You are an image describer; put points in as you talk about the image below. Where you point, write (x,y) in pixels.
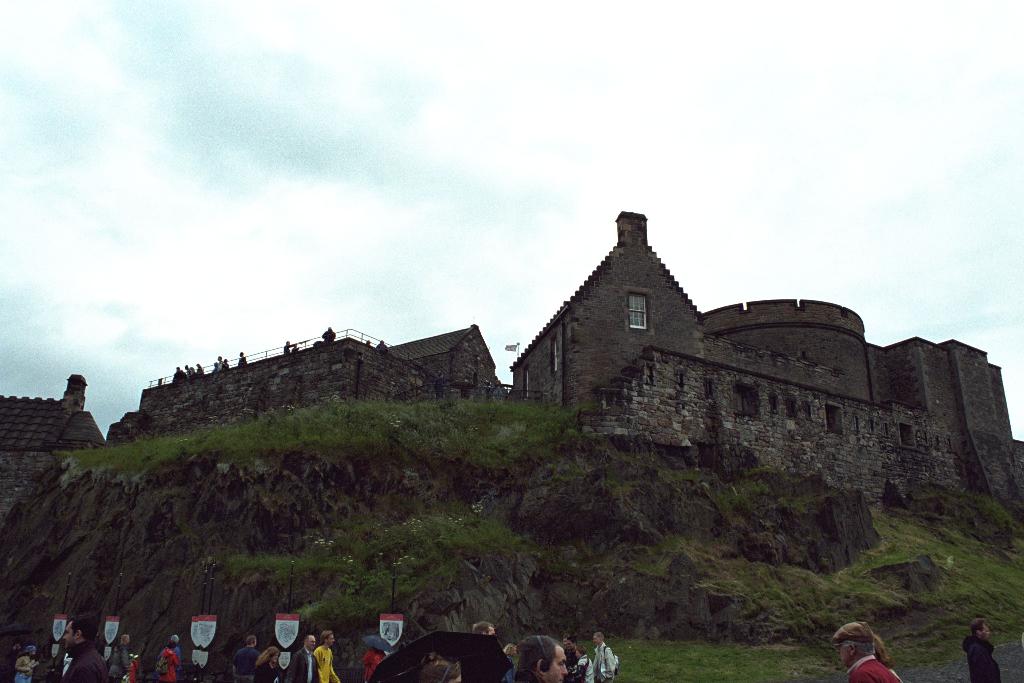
In this picture it looks like a fort (840,470) on the grass hill (451,543) surrounded with greenery (428,504). At the bottom (85,648) we can see people (15,674) standing.
